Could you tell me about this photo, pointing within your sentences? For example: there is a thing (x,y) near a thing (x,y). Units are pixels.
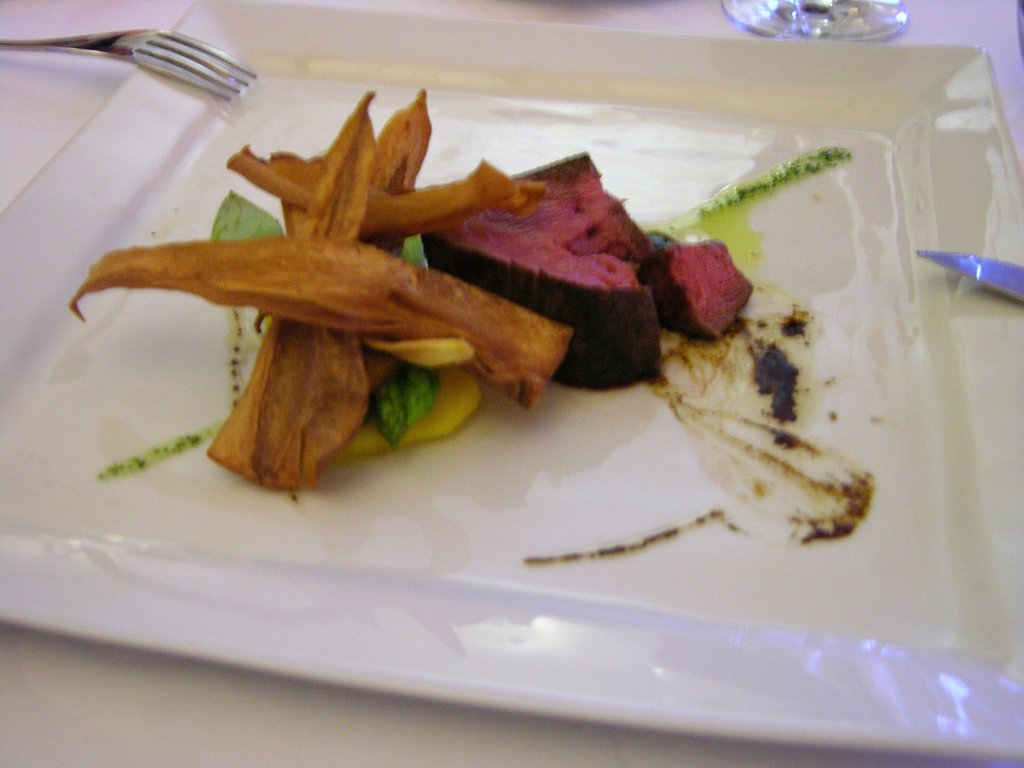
In the image on the white surface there is a plate (764,596). On the plate (768,618) there are food items (465,299). And also there is a fork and a knife (981,278). Behind the plate (962,284) there is an object (850,15).
